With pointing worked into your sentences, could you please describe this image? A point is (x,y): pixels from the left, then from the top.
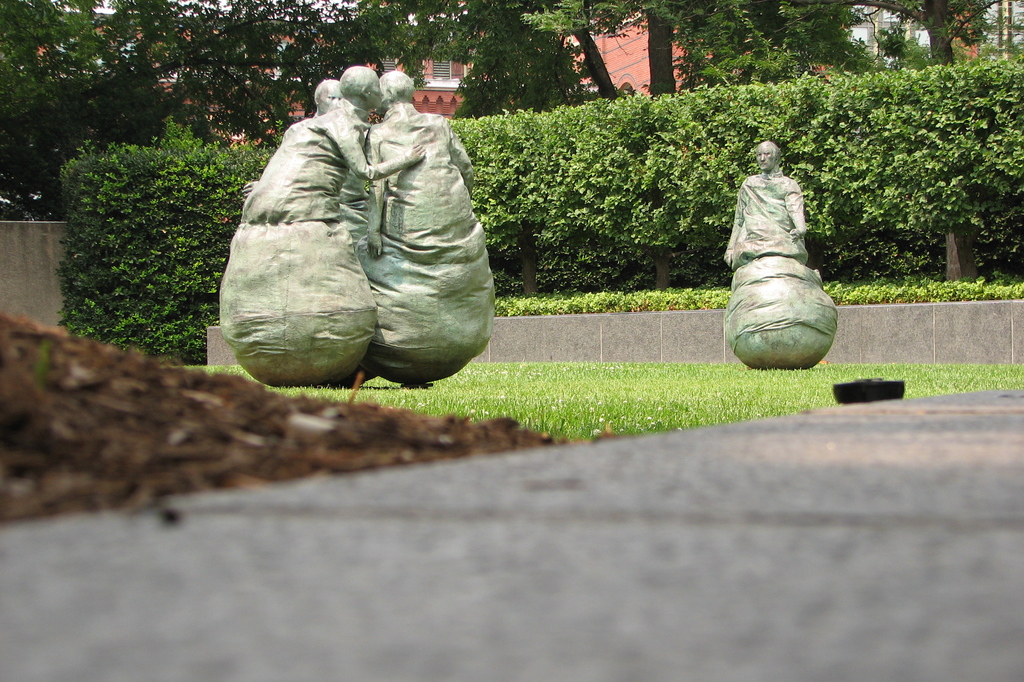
In this picture in the center (484,341) there is green grass (574,372) and there are statues (760,268). In the background (292,94) there are plants (568,145), trees (667,55) and buildings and in the front (323,468) on the left side (139,441) there is an object (153,429) which is brown in colour.
